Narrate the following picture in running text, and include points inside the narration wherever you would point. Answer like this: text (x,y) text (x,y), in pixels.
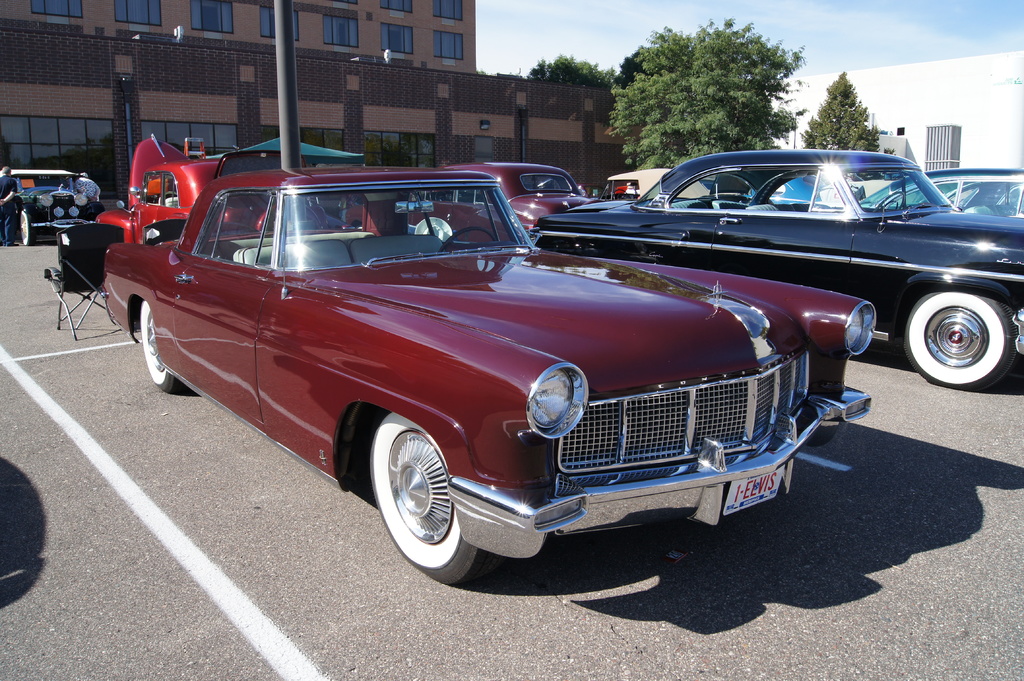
In this image we can see a group of cars (520,399) placed on the surface (610,602). On the backside (417,160) we can see a chair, pole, two persons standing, some buildings (75,166), a group of trees (741,106) and the sky (798,24) which looks cloudy.
